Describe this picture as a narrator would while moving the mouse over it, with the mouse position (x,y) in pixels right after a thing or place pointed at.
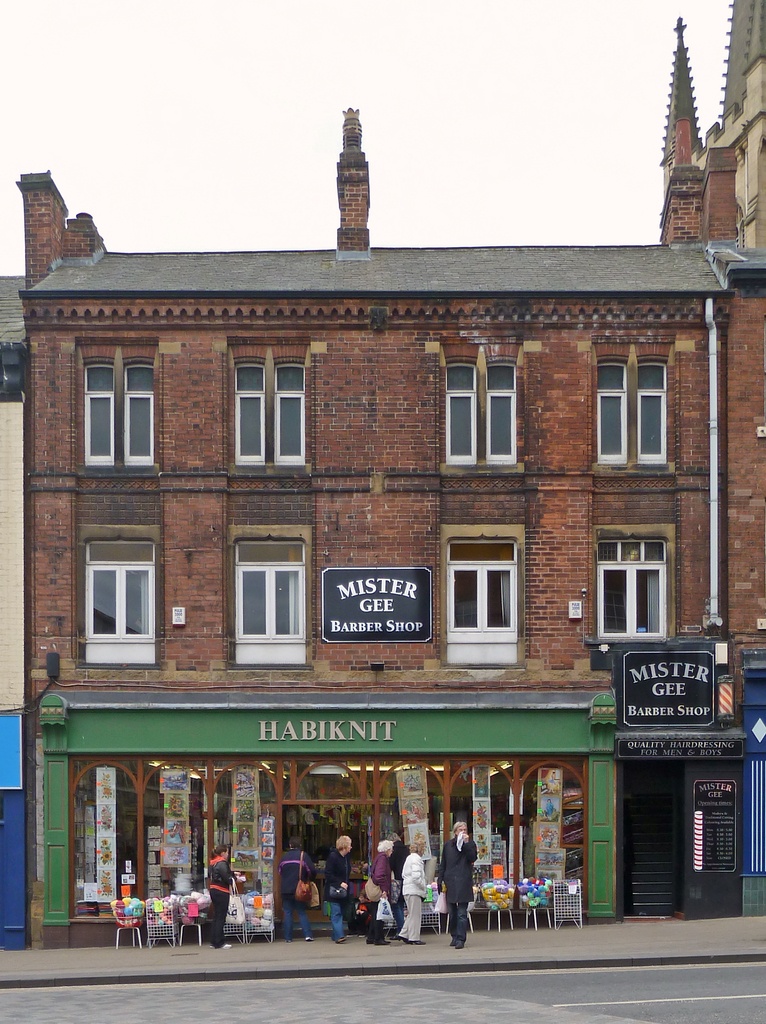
In the center of the image (369,434) there is a building (480,562) and we can see a store (251,756). At the bottom (341,884) there are people (377,917) and we can see baskets (188,916) and trolleys (563,896). There are boards (404,622). In the background (456,94) there is sky (192,136).
